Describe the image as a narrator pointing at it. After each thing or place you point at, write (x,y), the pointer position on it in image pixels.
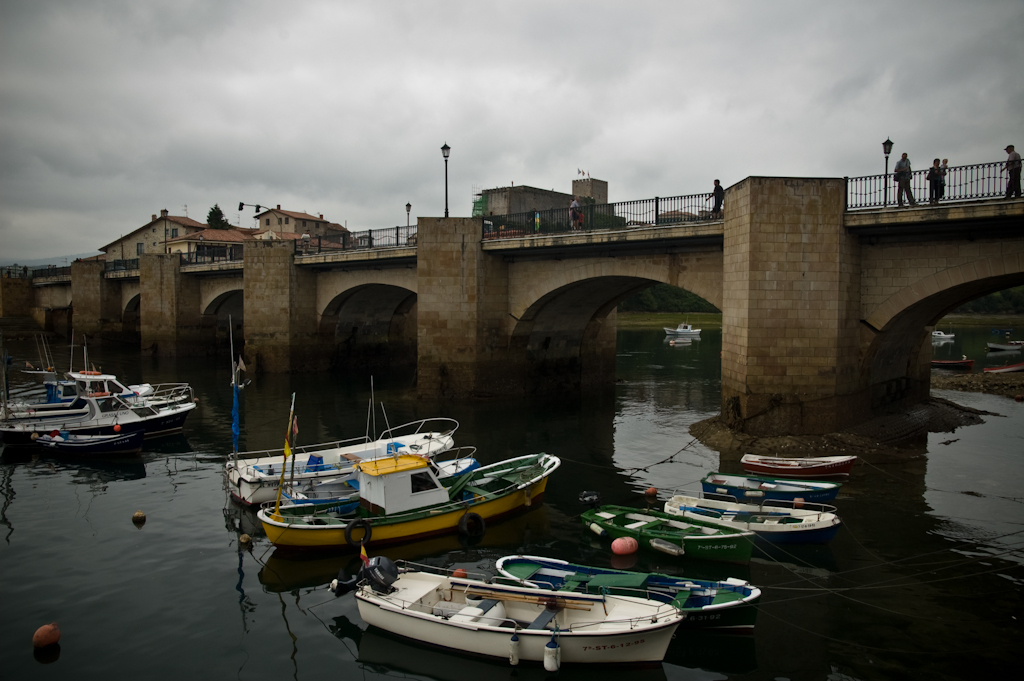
In this picture we can see many peoples (947,163) walking on the bridge (463,240), besides them we can see fencing (924,192). On the bottom (192,495) we can see many ships (396,465) and boats (649,601) on the water (288,611). On the left (218,210) background (279,223) we can see tree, street lights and buildings (290,238). On the top (500,88) we can see sky (628,89) and clouds (639,29).
